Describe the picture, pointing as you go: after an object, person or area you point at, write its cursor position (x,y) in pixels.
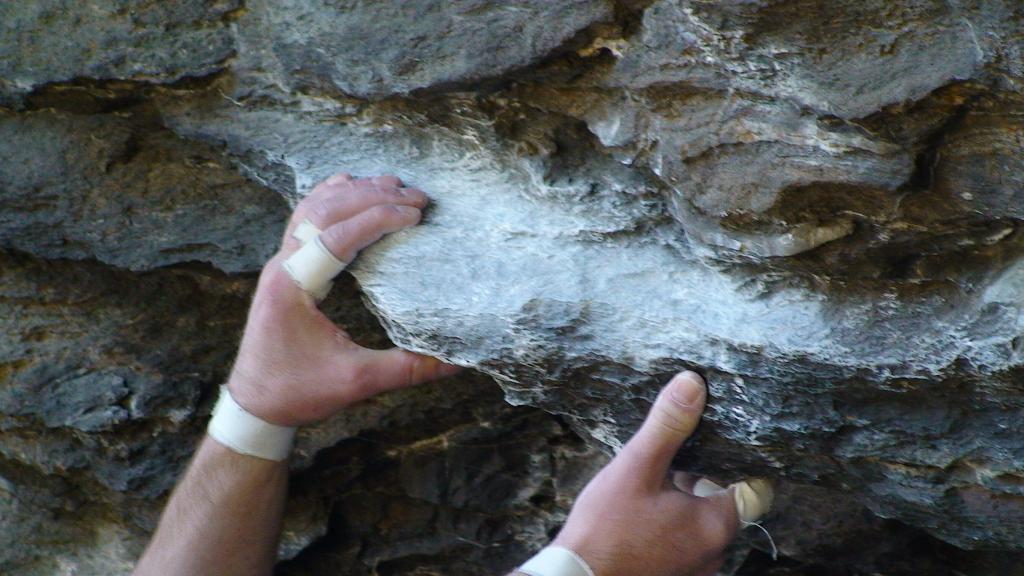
In this image I can see the person's hands (317,349) and I can see the rock (599,269).
